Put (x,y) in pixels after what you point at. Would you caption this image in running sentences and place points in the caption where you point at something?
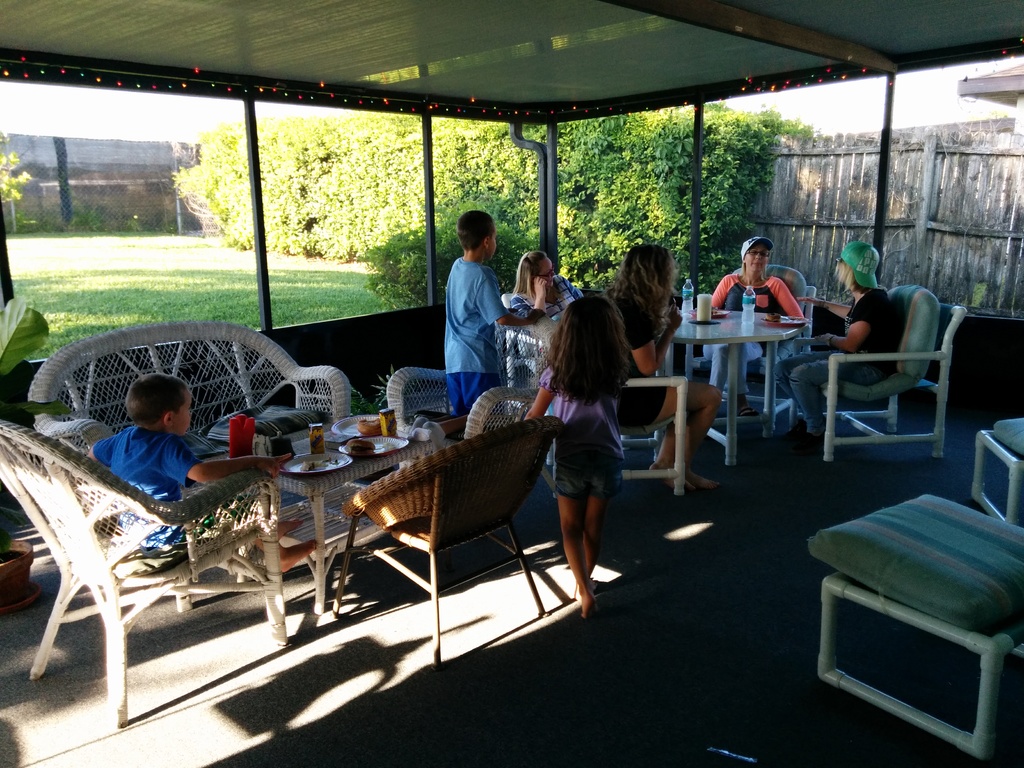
Few persons (527,297) are sitting on the chairs (282,359) and these persons (594,417) are standing. We can see chairs (530,451), tables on the floor (707,599), on the table (373,463) there are plates (297,466), bottles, glass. On the background (655,152) we can see trees (216,172), wooden fence (902,198), wall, grass (161,288).
